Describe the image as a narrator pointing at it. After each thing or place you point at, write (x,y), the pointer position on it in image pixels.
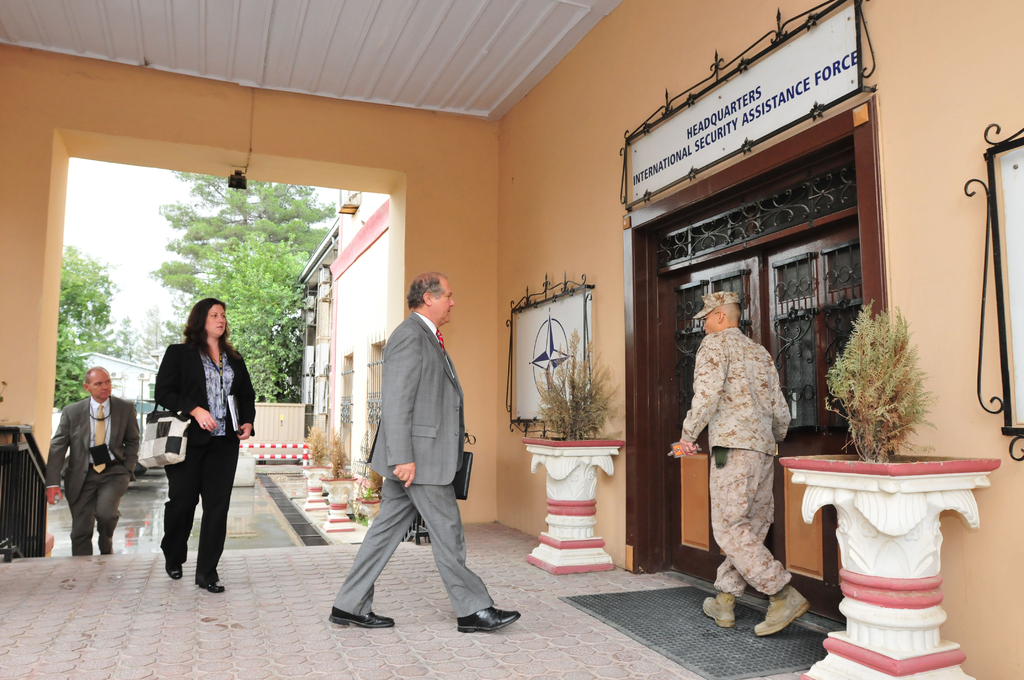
In this image we can see persons (742,493) walking on the floor (312,580). On the right side of the image (906,427) we can see house plants (914,414), boards (528,411), door (758,331), person (706,351) and name board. In the background (234,324) we can see building (99,356), trees (234,306) and sky (133,216).
